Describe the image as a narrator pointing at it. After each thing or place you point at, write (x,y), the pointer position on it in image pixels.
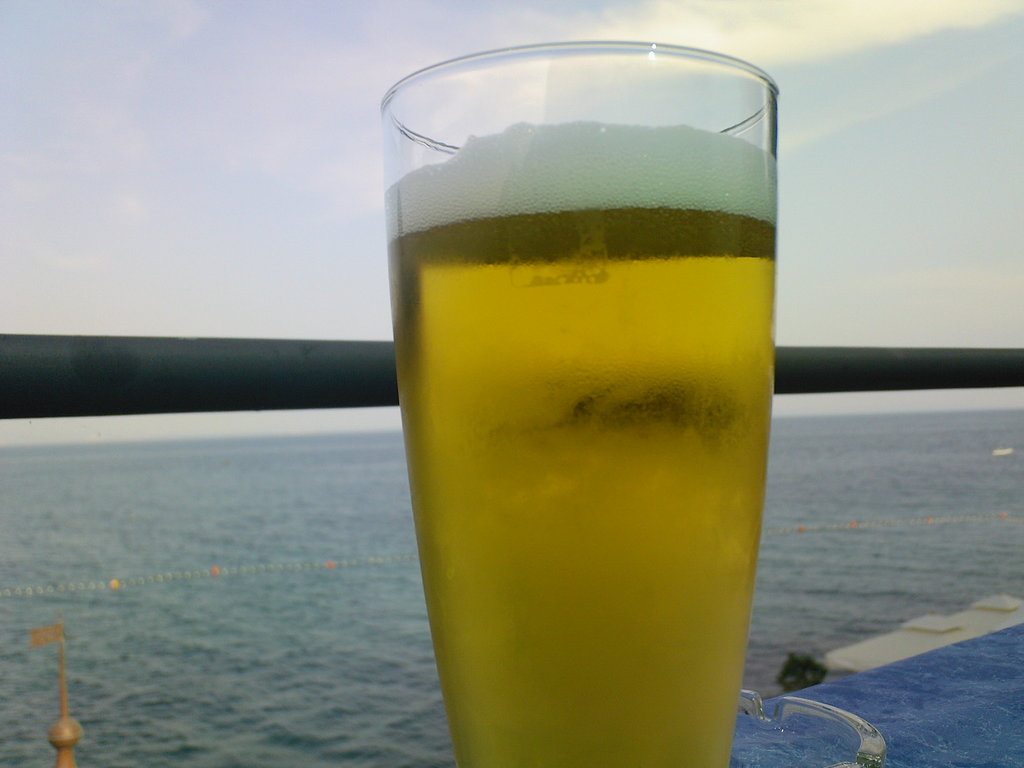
In this picture we can see a glass of drink (712,594) and a metal rod (276,370) in the front (211,373), in the background (230,577) there is water (299,591), we can see the sky (37,116) at the top of the picture (266,111).
